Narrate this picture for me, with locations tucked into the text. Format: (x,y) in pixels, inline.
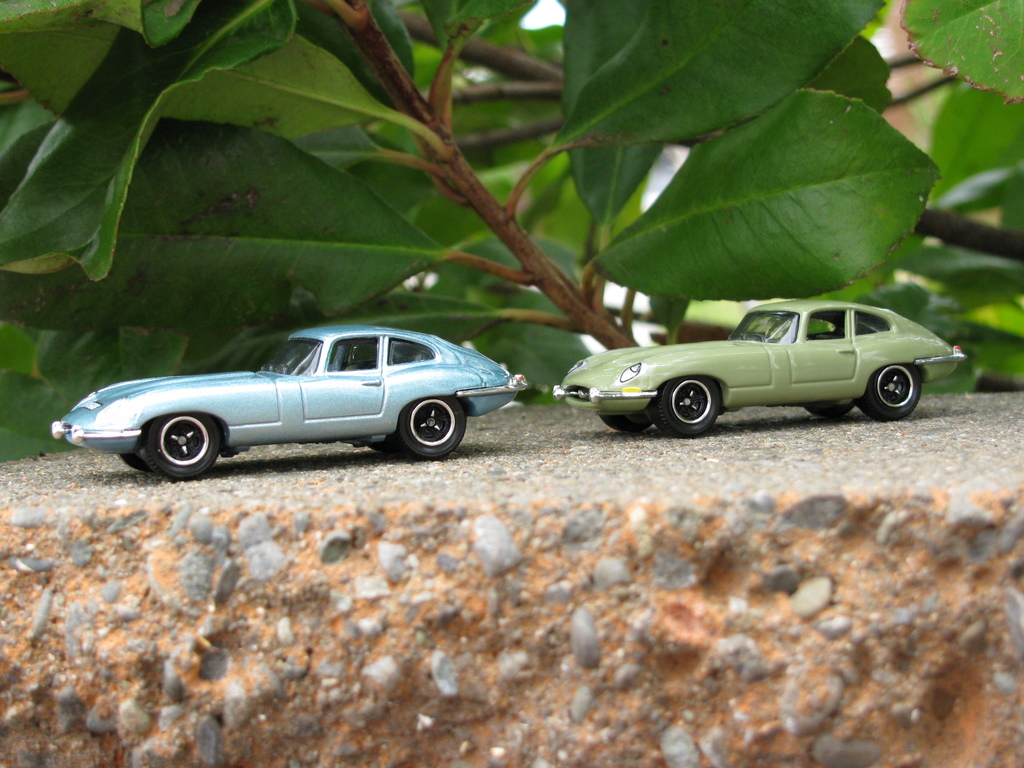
In this picture i can see two toys car (565,387) one on the left side (56,432) and one on the right side (859,341). And this is some plants (151,296).
